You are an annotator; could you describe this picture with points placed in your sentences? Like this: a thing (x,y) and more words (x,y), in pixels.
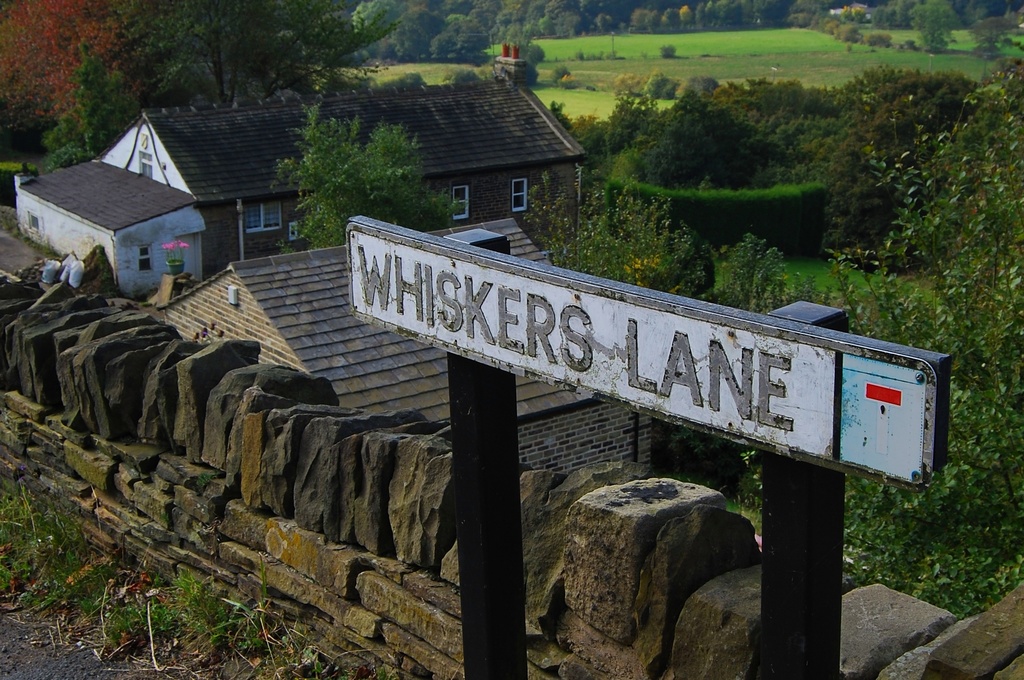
In this image I can see two black colored poles (508,536) and a white colored board (697,328) attached to it, few rocks (437,452), some grass (268,633), few buildings (297,270) and few trees (677,263). In the background (732,235) I can see some grass (713,66) and few trees (486,11) which are green and orange in color.
